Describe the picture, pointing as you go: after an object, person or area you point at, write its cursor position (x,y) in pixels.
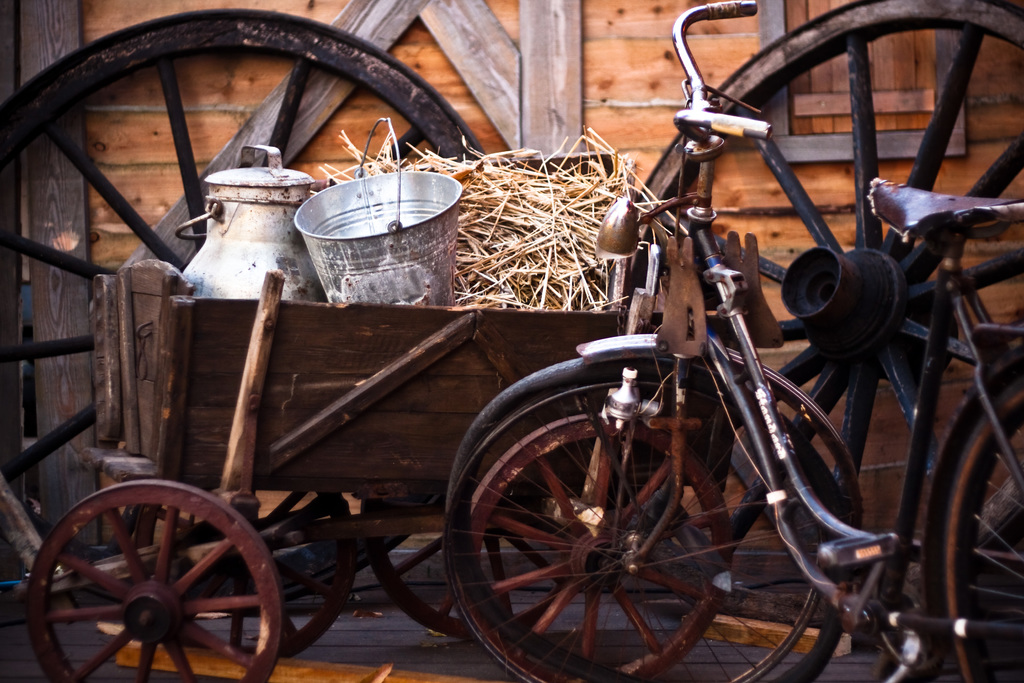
In this image I can see a bicycle (714,91), in front (199,283) I can see two cans (207,237) and dried grass (500,232). Background (621,88) I can see the wooden wall (632,71).
